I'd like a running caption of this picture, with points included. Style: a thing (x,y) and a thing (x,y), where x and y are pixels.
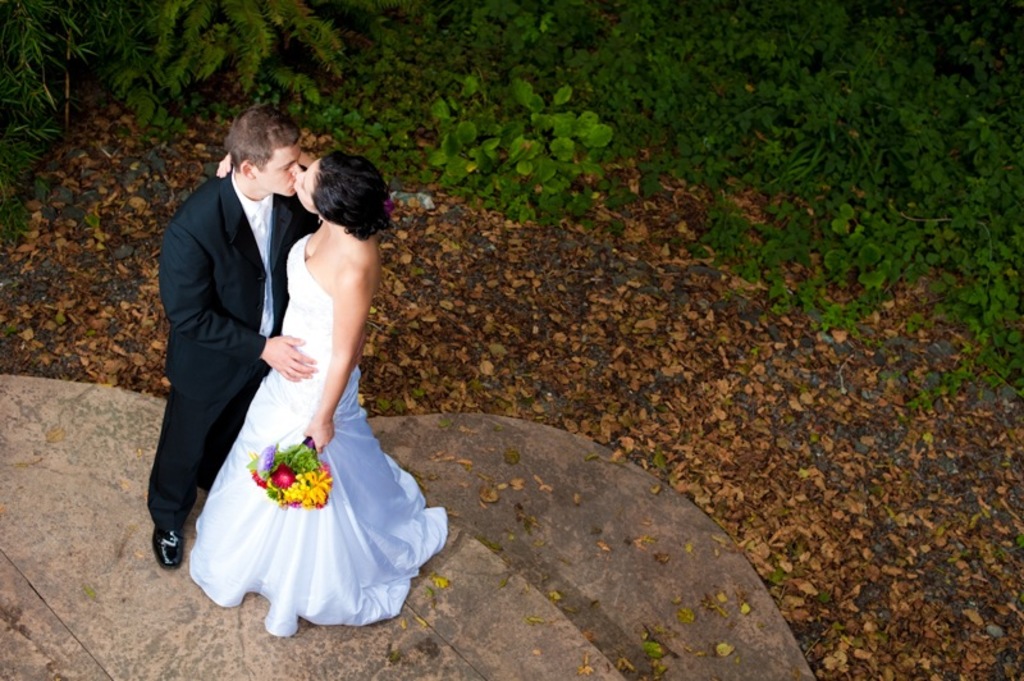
Here in this picture we can see a bride (325,262) and a groom (251,305) in their wedding dress (219,321) standing over a place and kissing with each other and the bride (319,243) is holding a flower bouquet (267,458) in her hand (323,435) and beside them on the ground (641,219) we can see grass (718,242) and plants (384,86) present.
